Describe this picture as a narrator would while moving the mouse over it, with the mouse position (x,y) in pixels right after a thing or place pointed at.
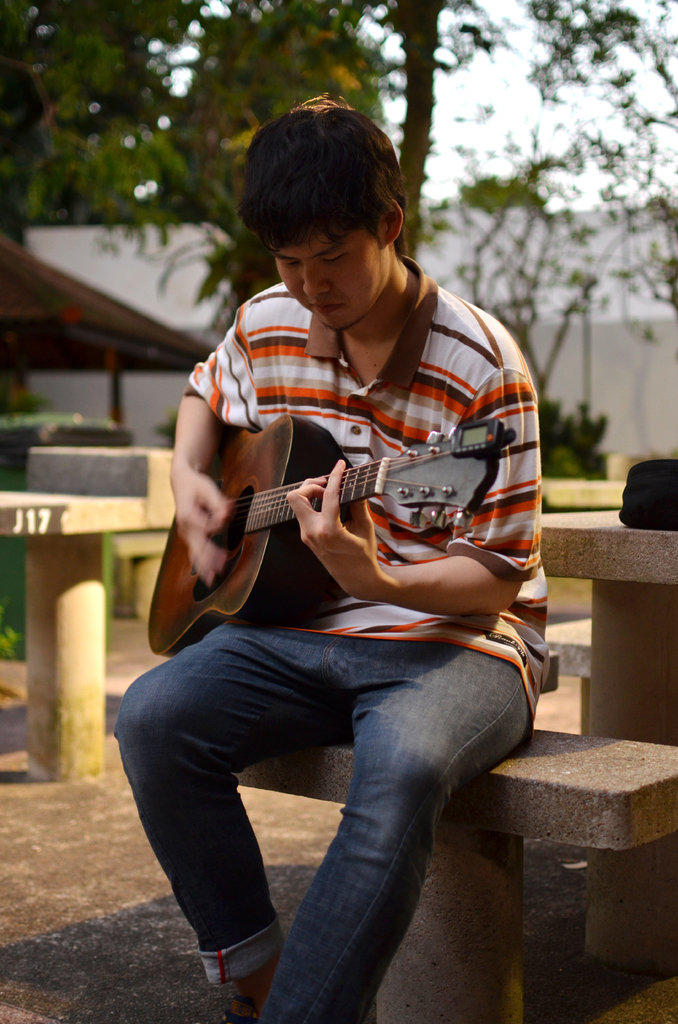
He is sitting on a bench (579,764). He is playing a guitar (346,476). He is wearing a striped shirt (310,405). We can see in background (311,45) trees (190,174), sky (186,73) and wall (649,270).
